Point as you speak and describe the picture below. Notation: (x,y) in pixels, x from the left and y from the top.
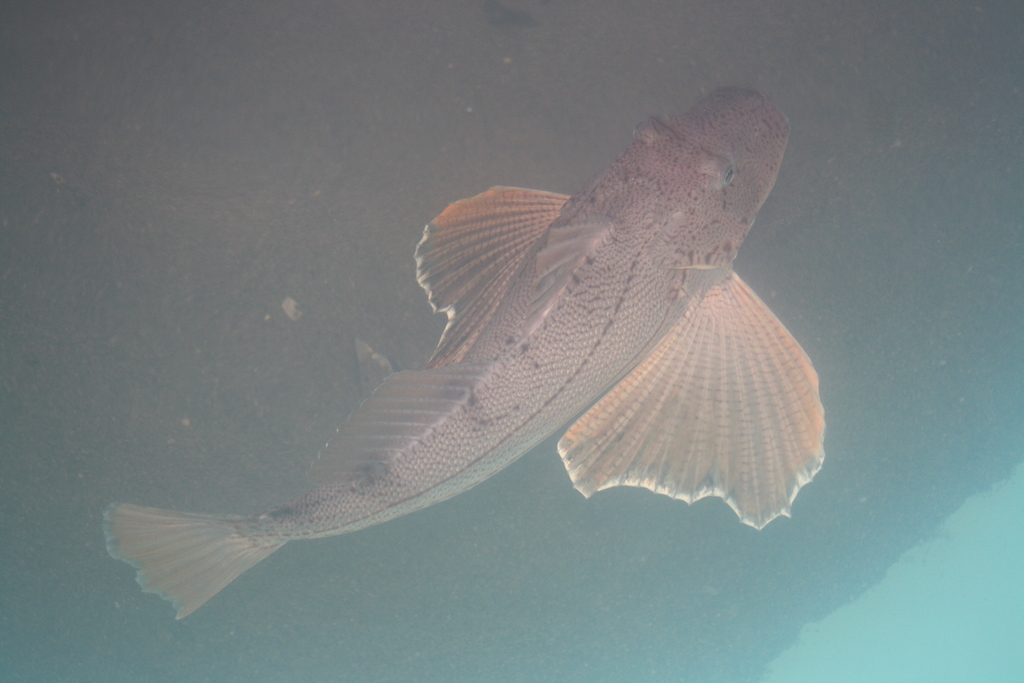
In this image I can see a fish (509,373) in the water (269,574).
